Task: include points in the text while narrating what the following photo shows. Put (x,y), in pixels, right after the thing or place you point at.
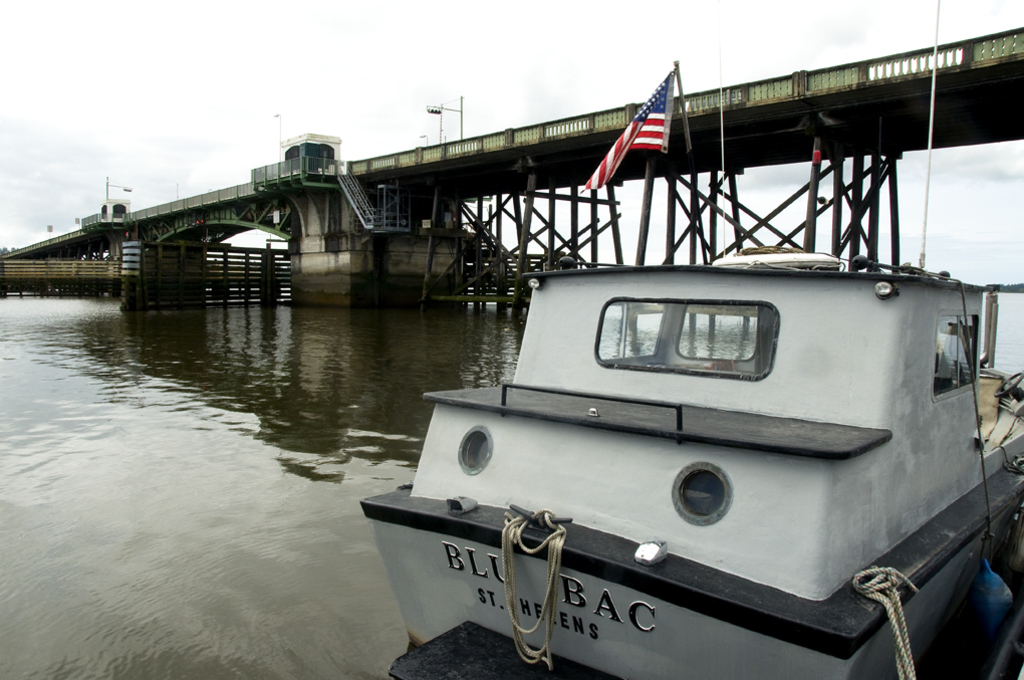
There is water (147,466). On the right side (702,478) there is a boat (596,583) with something written on that. Also there are ropes (513,564) and a flag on the boat (704,295). There is a bridge (309,213) with poles (573,210) and pillars (816,203). In the back (321,63) there is a sky (291,55).
